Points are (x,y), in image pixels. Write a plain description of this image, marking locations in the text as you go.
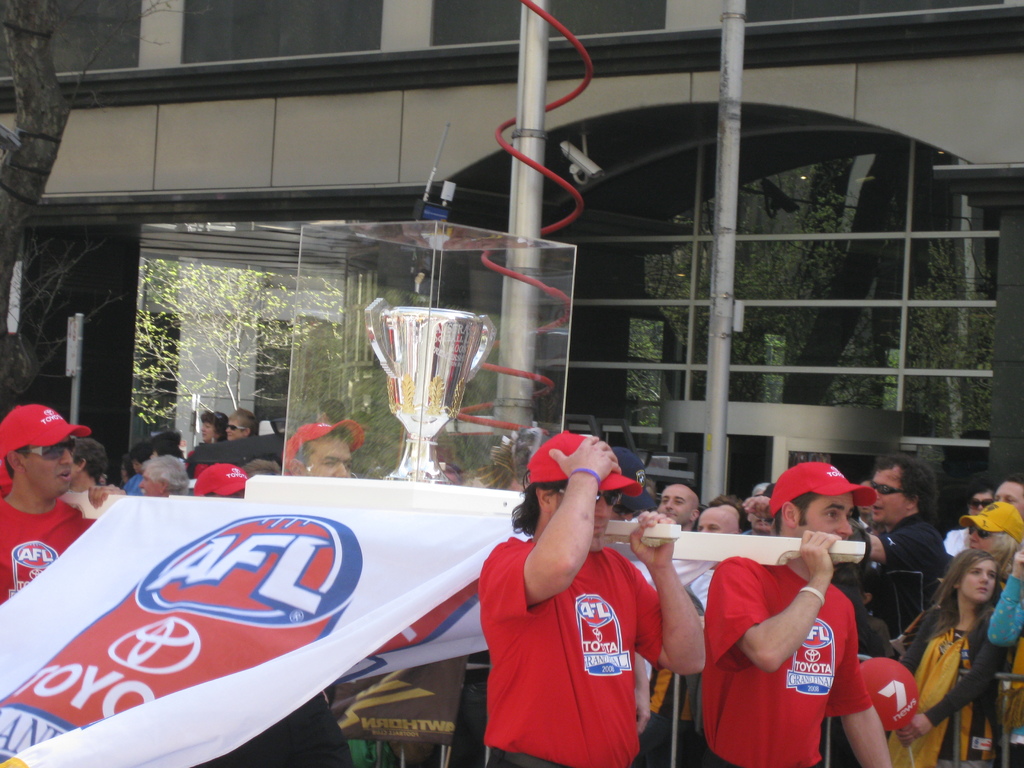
In this image there are few people (511,588) holding wooden sticks (622,527) in their hands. On the sticks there is an award (409,341) which is covered with glass frames (368,469) and there is a banner (222,615) with some text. In the background (970,524) there are so many people (983,532) standing and there are two poles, a tree (30,109) and a building (401,116).
